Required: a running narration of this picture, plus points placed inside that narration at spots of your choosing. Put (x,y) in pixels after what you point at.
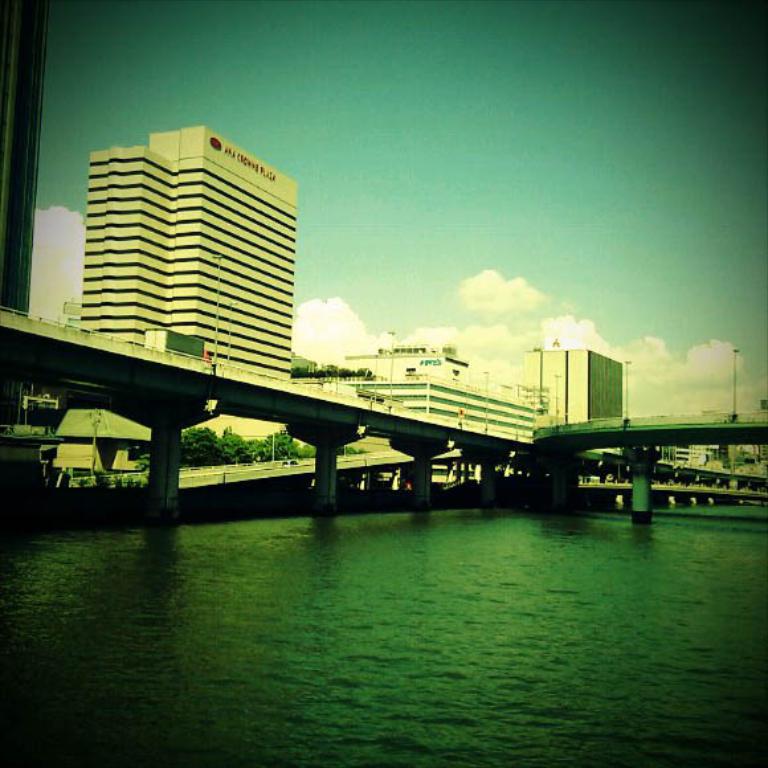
In this picture we can see buildings (135,294) and bridge (196,409). On the bottom (370,710) there is a water (459,645). At the top (523,91) we can see sky (521,197) and clouds (729,395). Here we can see street light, and fencing (319,396).
